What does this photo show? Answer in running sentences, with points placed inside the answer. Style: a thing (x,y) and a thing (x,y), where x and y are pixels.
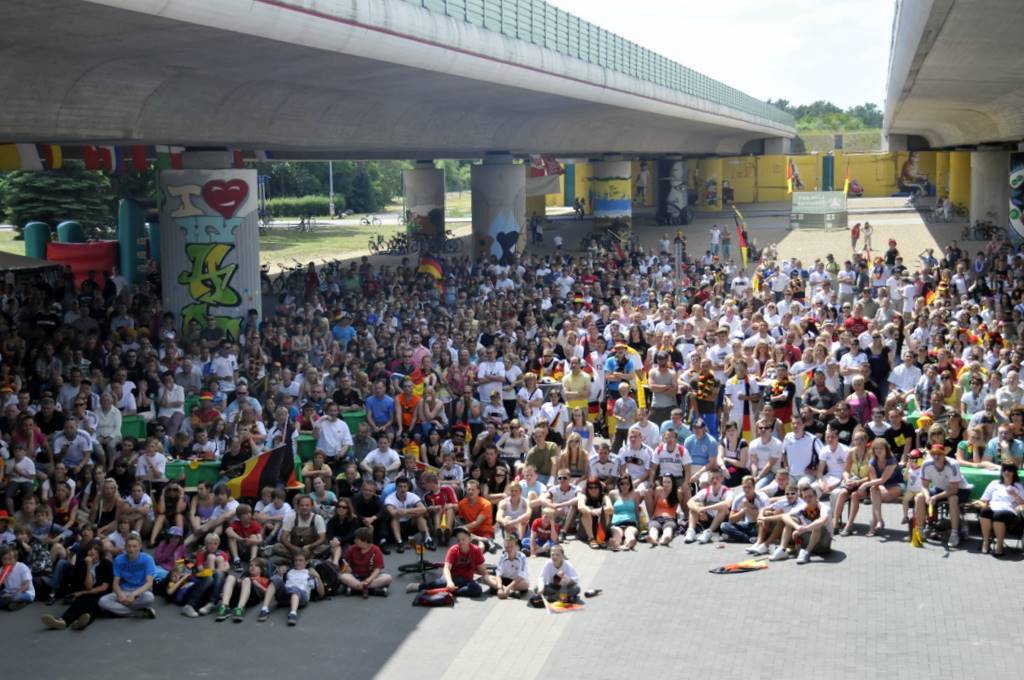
Here there are many people (241,583) sitting on the chairs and on the ground (149,647). In the background (416,271) we can see few persons (845,271) are standing, bridges (121,108) on the left (325,151) and right side, trees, flags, poles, hoardings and clouds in the sky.
